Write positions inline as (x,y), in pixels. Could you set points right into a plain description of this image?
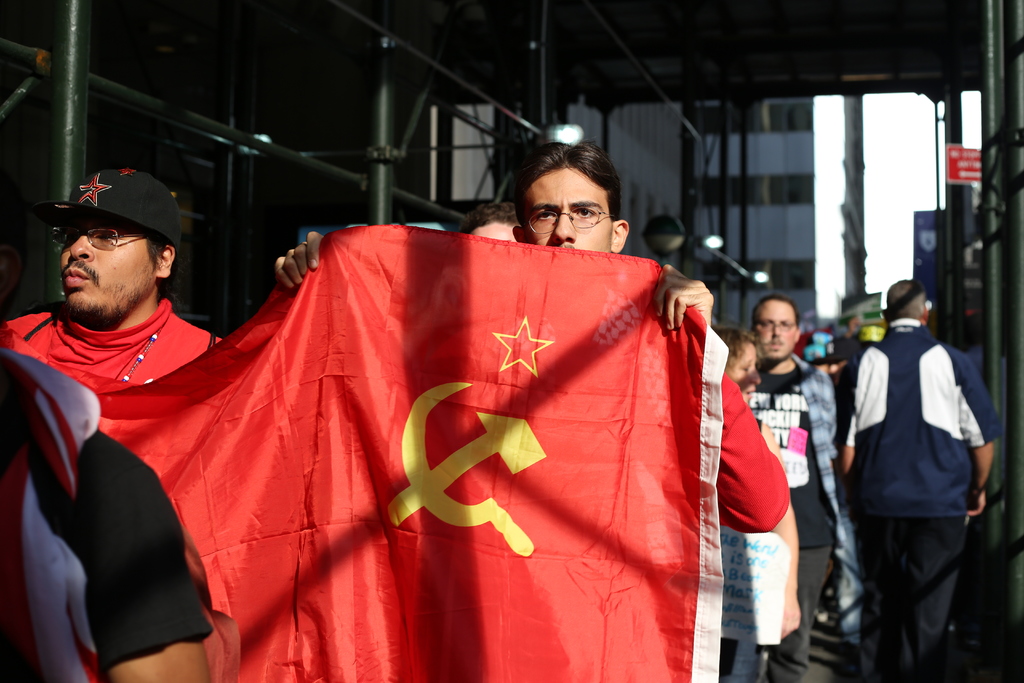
In the image I can see two people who are holding the flag (390,416) and also I can see some other people (97,608) and buildings (31,275).
